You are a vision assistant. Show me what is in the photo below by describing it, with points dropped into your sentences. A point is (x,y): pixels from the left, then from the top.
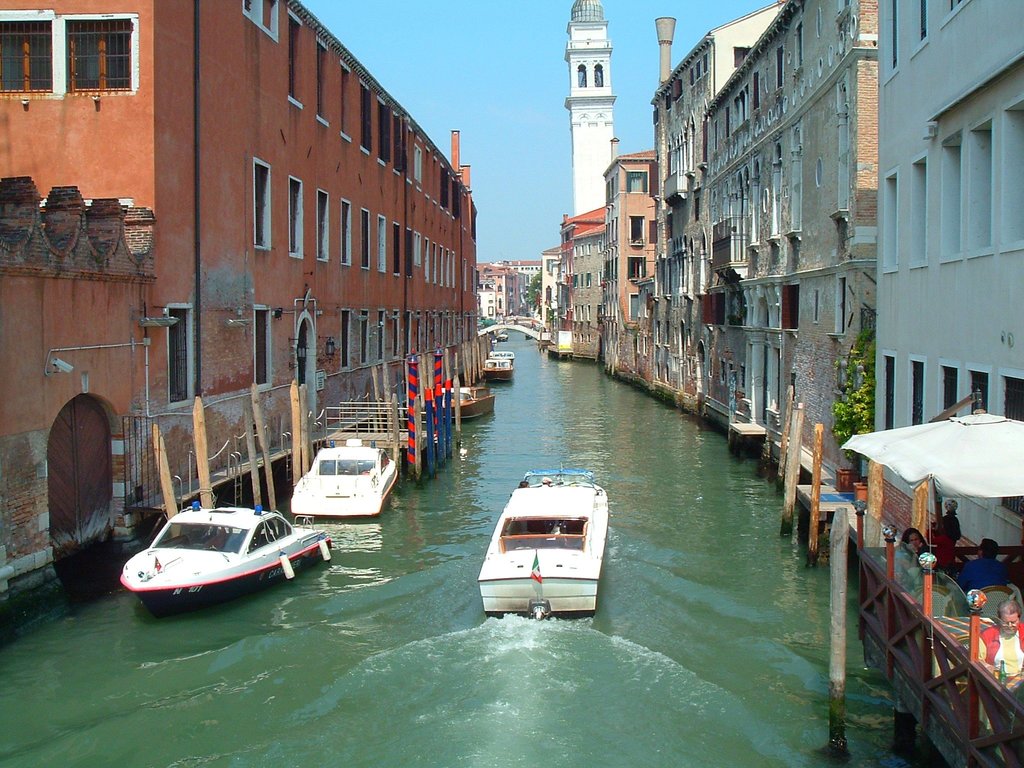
In this image I can see few buildings (989,168), few objects (880,451), windows (989,168), plants (863,422), wooden logs (818,453), sky (532,51), few boats (576,536) on the water surface (619,549) and few people (947,535) are sitting on the chairs (986,616).
